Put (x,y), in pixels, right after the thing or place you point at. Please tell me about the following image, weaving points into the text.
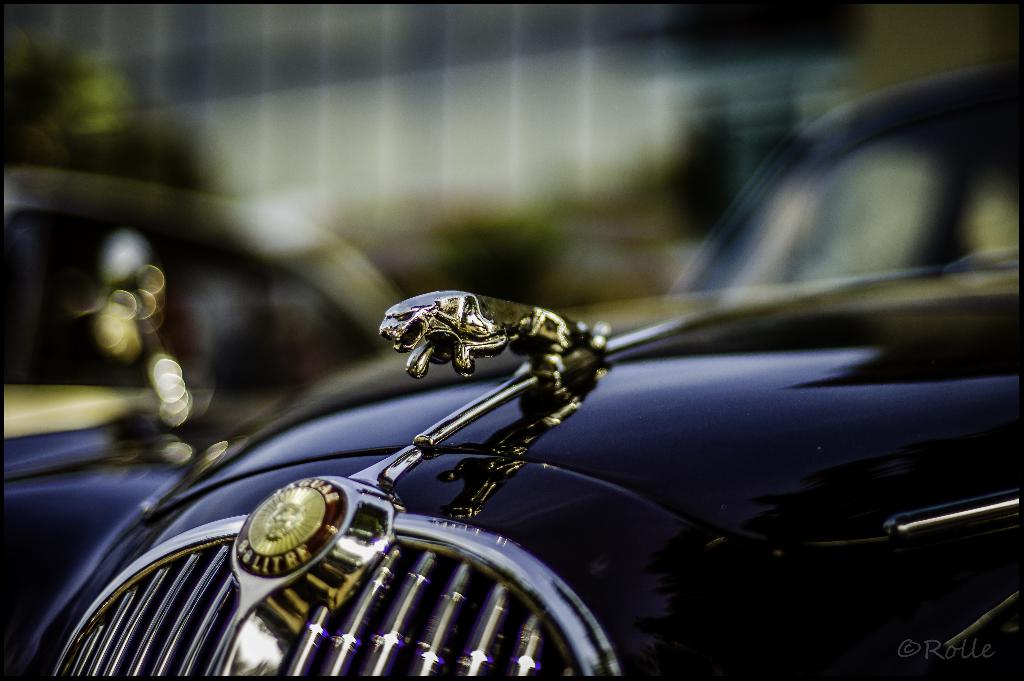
In this picture there are vehicles (444,436). In the foreground (527,432) there is text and it looks like a sculpture (554,325) on the vehicle (609,395). At the back (286,182) it looks like a building (429,163) and there are trees (449,261).
